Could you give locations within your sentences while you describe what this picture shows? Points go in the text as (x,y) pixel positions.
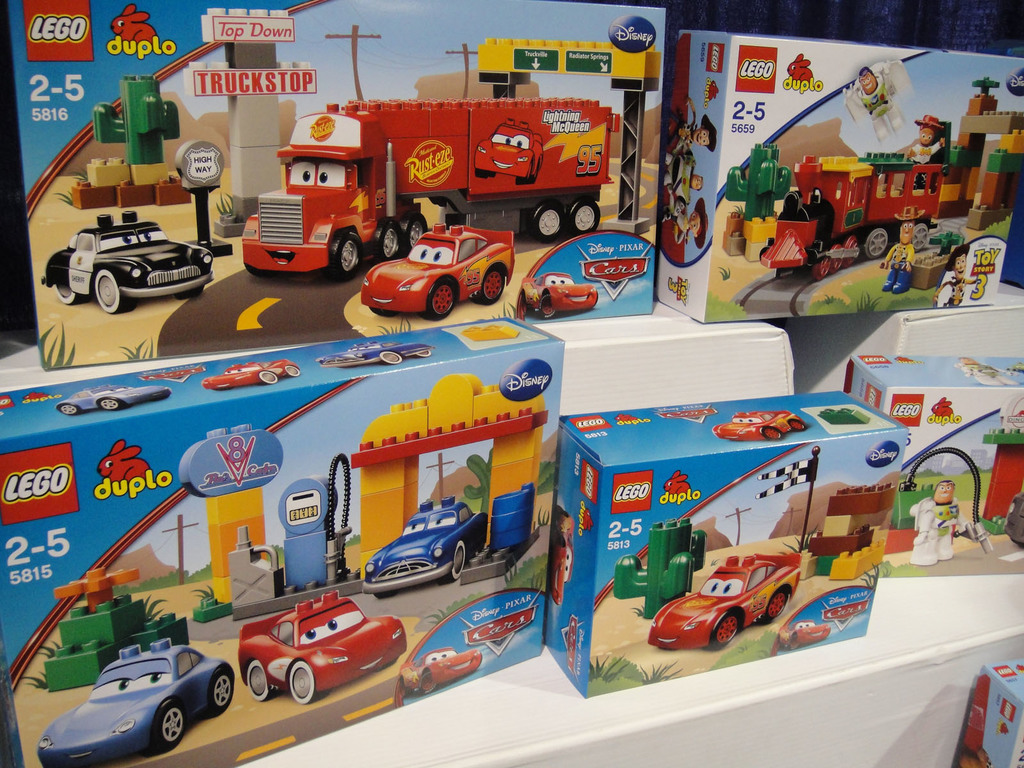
In the picture we can see the toy vehicle boxes (692,600) which are placed on the white surface (964,648).
